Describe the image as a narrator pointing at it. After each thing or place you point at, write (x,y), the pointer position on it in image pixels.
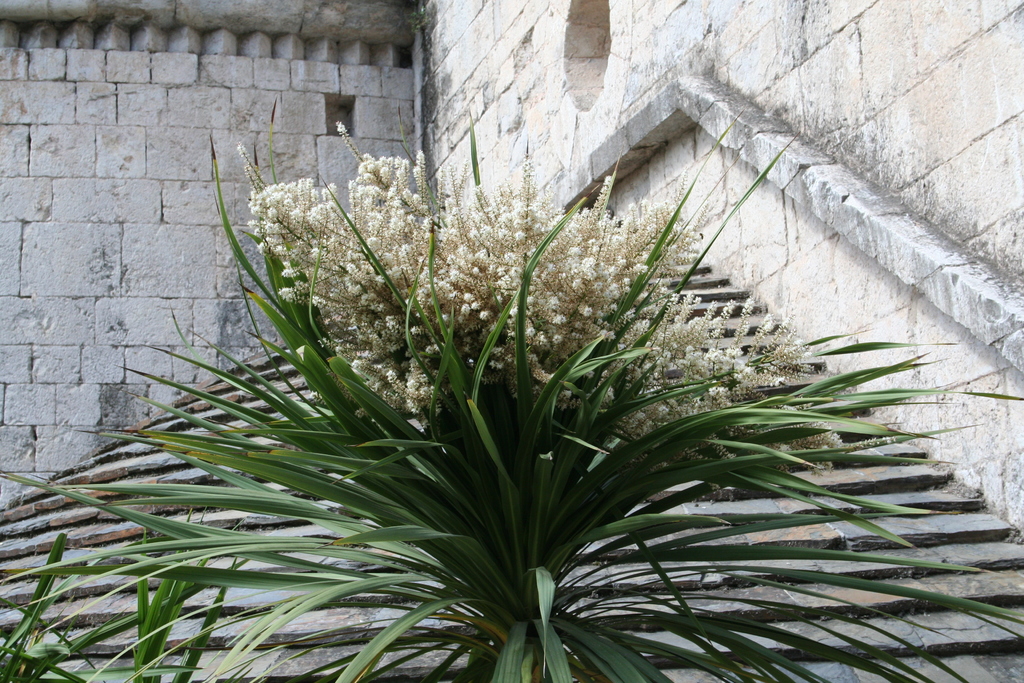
In the image we can see there are flowers (513,258) on the plant (568,446) and behind there is a building (111,135). The wall (466,144) of the building (463,88) is made up of stone bricks (164,146).
